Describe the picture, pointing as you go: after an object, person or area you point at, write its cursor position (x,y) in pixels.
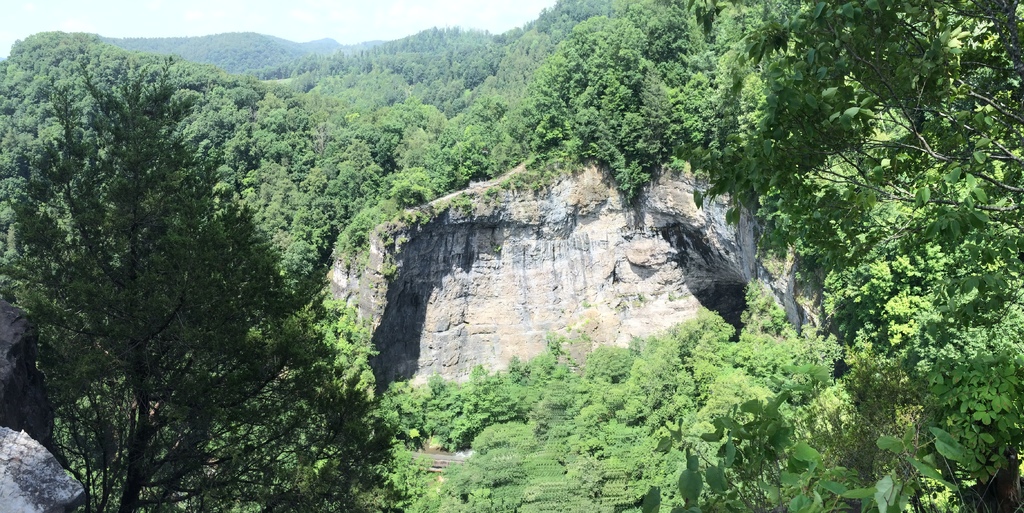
In the center of the image (479,281) we can see a rock (626,257). In the background (275,206) there are trees (223,46) and sky (229,32).
